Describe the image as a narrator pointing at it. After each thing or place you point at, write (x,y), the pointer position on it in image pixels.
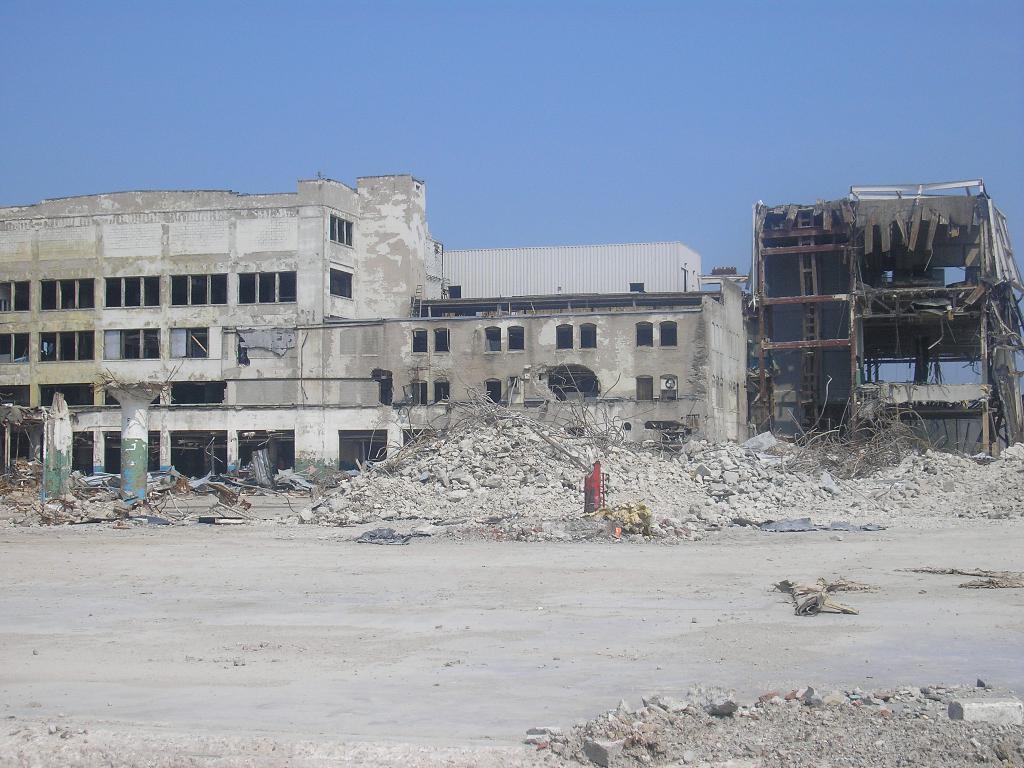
In this image in front (885,575) there is a road (578,589). In the background of the image (495,395) there are buildings (332,293). In the front of the buildings (433,333) there are rocks (528,492) and a few other objects (247,467). On top of the image (697,94) there is sky (735,89).
